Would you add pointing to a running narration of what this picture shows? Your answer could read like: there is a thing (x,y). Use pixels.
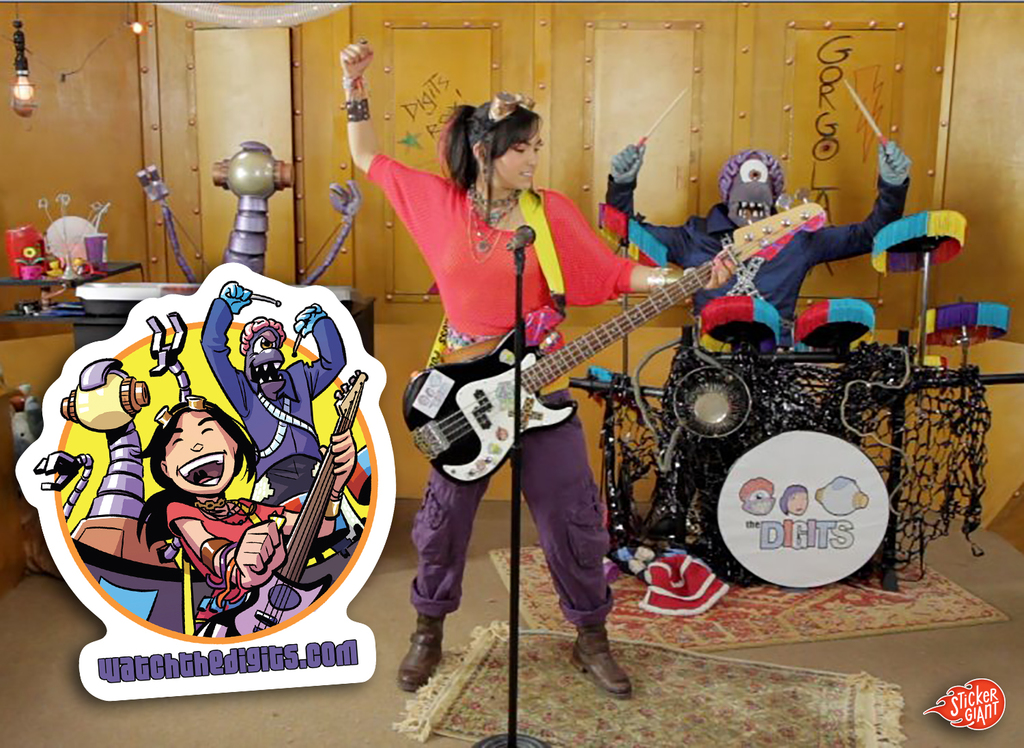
In the center of the image (543,436) there is a lady (478,245) standing and holding a guitar (452,423) in her hand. There is a mic (511,672) placed before her behind her there is a person (791,302) who is playing a band (809,370). There is a mat (699,698) on the floor (708,698). In the background (667,96) there is a wall (229,63) and a light (34,89).
